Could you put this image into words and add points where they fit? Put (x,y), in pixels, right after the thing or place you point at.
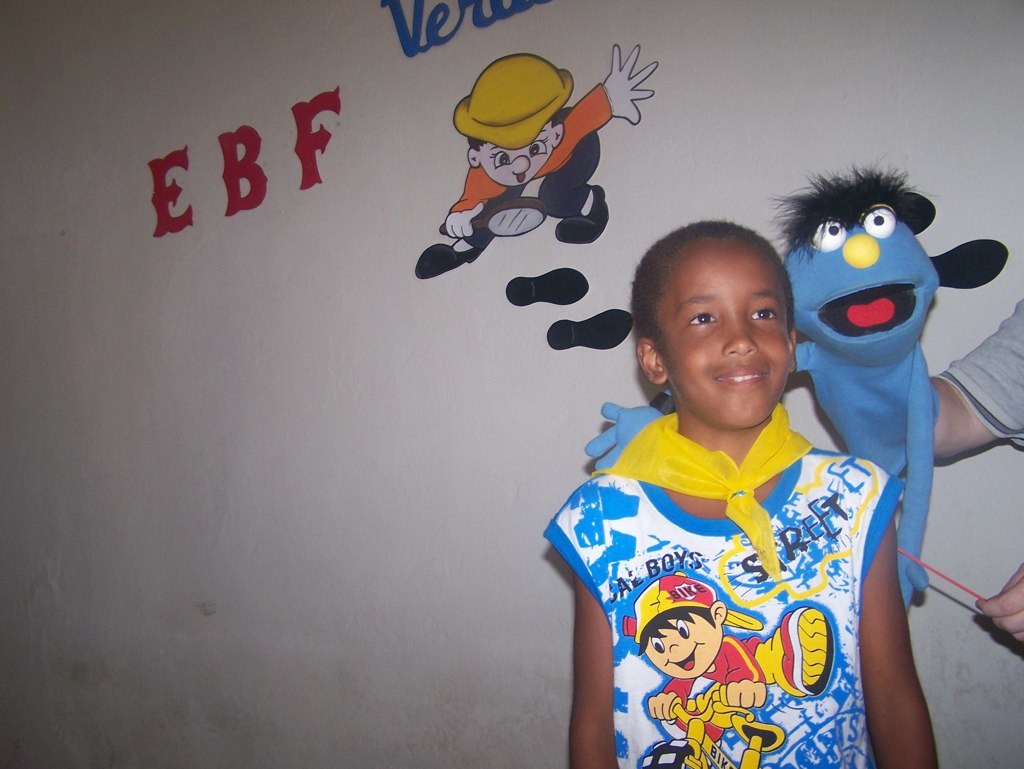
In this image there is a boy (697,570) wearing a scarf (740,489). Right side (969,440) a person's hand (958,409) is visible. He is holding a toy (918,326). Background (634,166) there is a wall (571,252) having a cartoon image (544,179) and some text (235,202) painted on it.
